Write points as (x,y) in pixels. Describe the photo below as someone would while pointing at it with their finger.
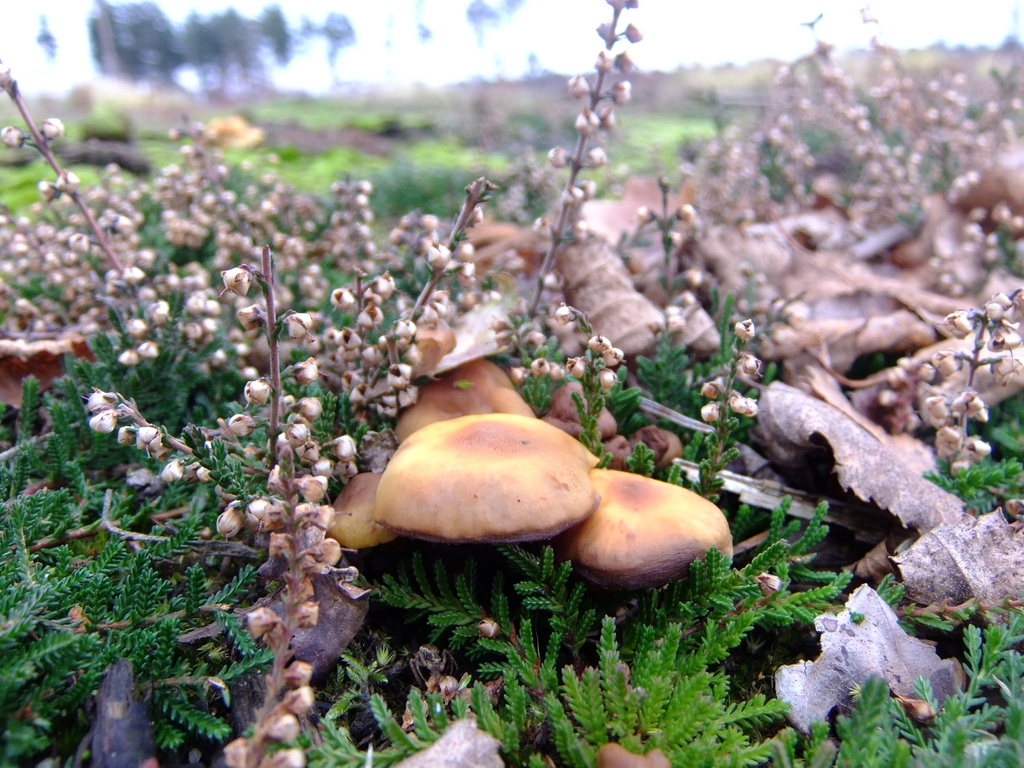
In this picture I can observe mushrooms (454,494) on the ground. I can observe some plants (204,448) on the ground (422,117). The background (413,106) is blurred.
